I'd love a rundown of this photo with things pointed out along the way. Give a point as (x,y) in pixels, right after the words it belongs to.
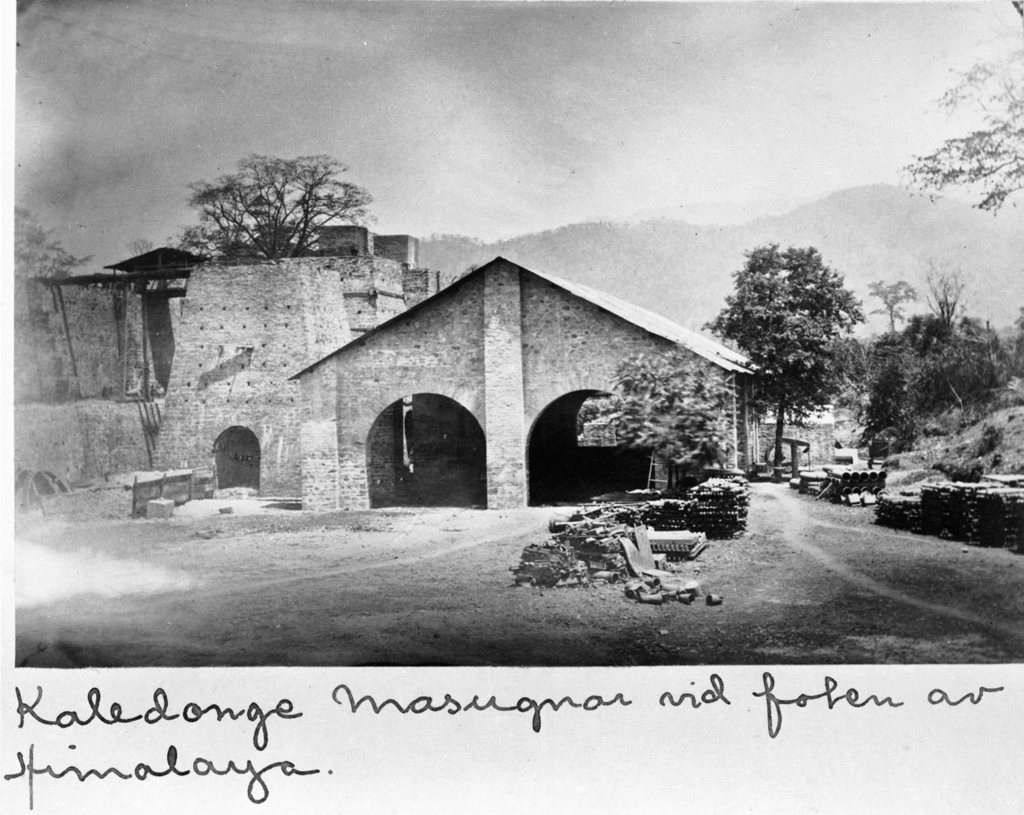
This is the black and white image where we can see shed (382,367), buildings (201,417), trees (354,213), pipes (816,469), bricks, mountain (724,249) and the sky (500,179). Below this poster (536,123) there is a text (513,705) written.
